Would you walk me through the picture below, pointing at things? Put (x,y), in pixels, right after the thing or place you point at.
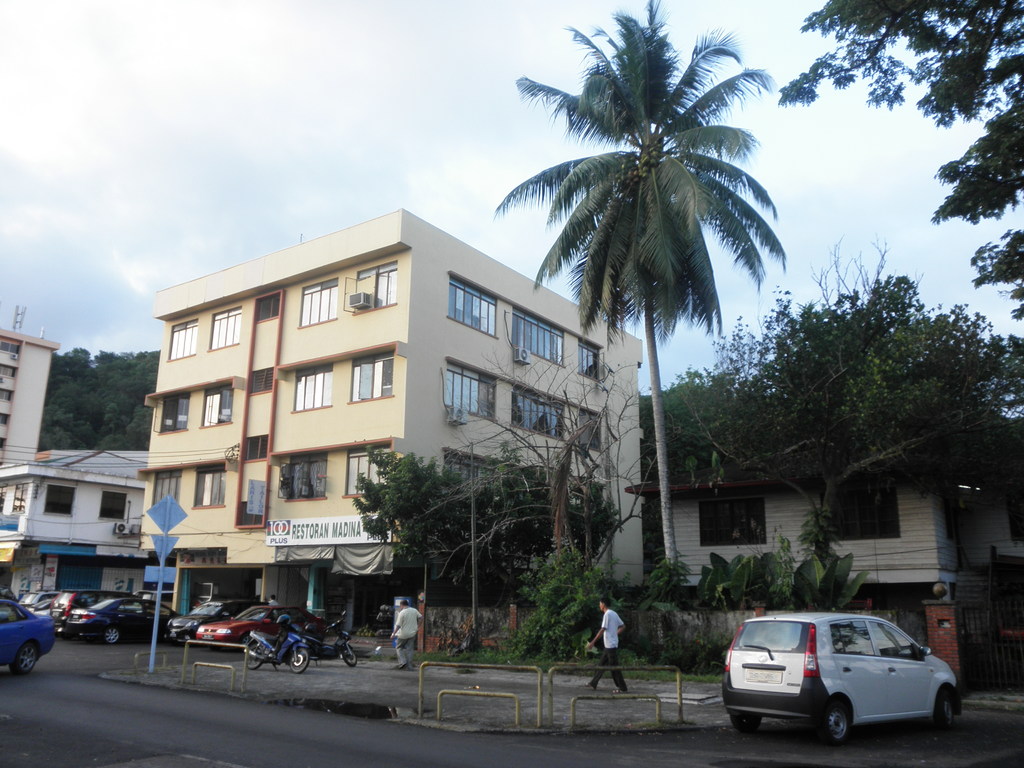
These are the buildings (191,435) with the windows (327,398). This looks like a name board (317,526), which is attached to the building wall (314,511). I can see two people (599,634) walking. These look like the barricades (199,665). I can see the cars (214,630) and the motorbikes (329,634), which are parked. These are the trees (715,413). On the right side of the image (1002,653), that looks like a gate (990,636). Here is the sky (275,151). I think these are the sign boards (161,560), which are attached to a pole (153,656).
